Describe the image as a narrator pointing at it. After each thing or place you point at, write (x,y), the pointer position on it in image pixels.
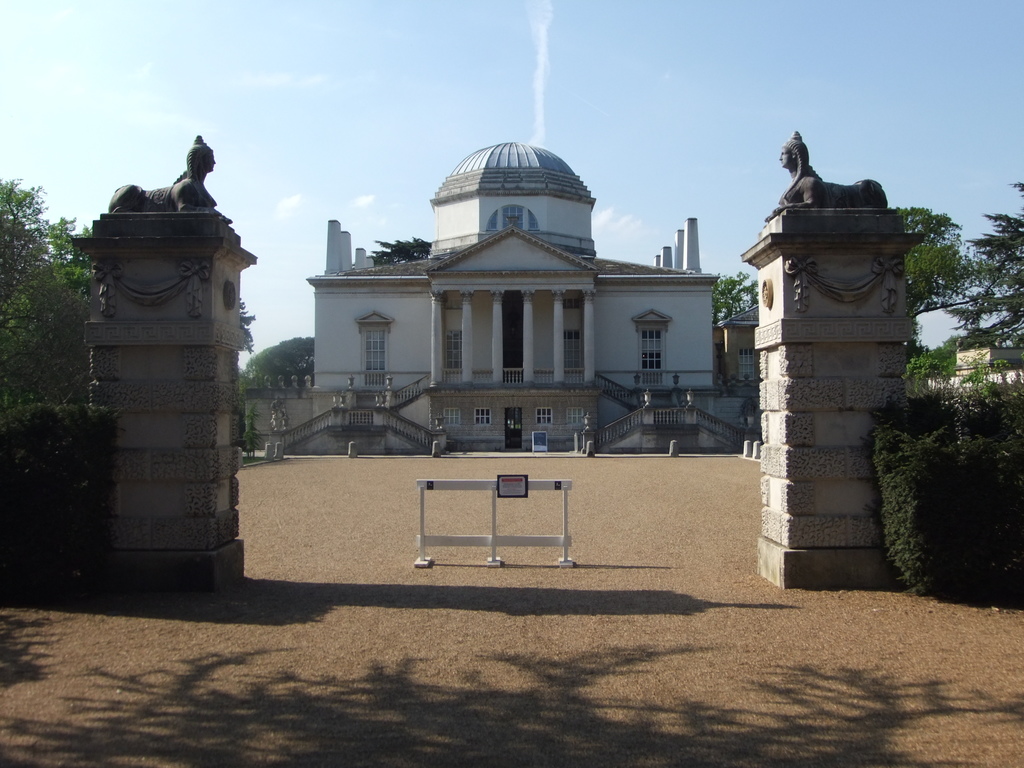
In this image, there are two pillars (172,234), on that pillars (172,234) there are two black color statues (136,207), at the middle (441,489) there is a white color stand (530,484), at the background (416,334) there is a house (622,329), there are some green color trees (6,331) at the right (1016,346) and left side (3,351), at the top (962,248) there is a blue color sky (430,34).
